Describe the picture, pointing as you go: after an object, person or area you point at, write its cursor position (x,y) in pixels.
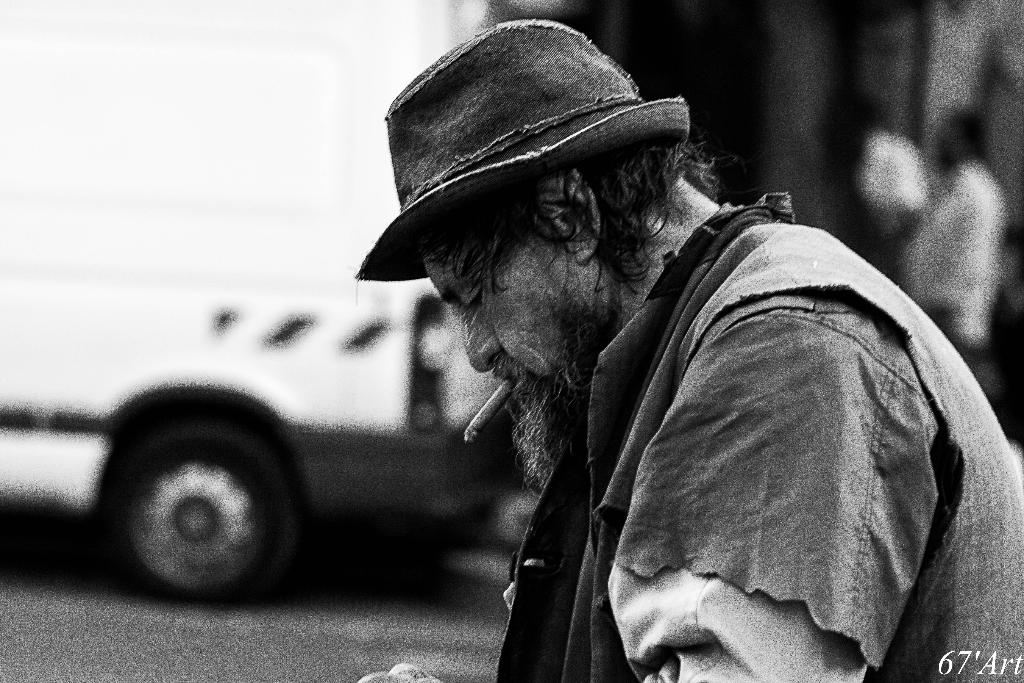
It is a black and white image. In this image, we can see a person (705,499) wearing a hat (593,56) and smoking. Background (472,404) we can see the blur view. On the left side of the image (135,328), we can see a vehicle (241,526) on the path (312,662). On the right side of the image (937,246), we can see people (955,279).
